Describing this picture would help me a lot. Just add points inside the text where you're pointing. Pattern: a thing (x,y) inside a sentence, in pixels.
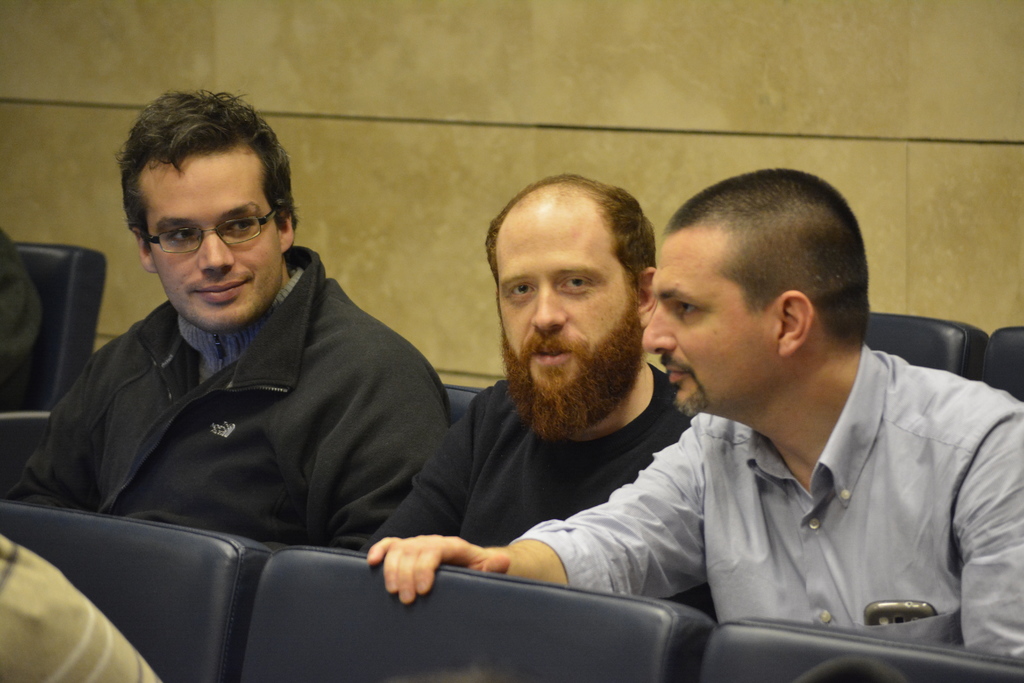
In this image we can see men (636,525) sitting on the chairs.
